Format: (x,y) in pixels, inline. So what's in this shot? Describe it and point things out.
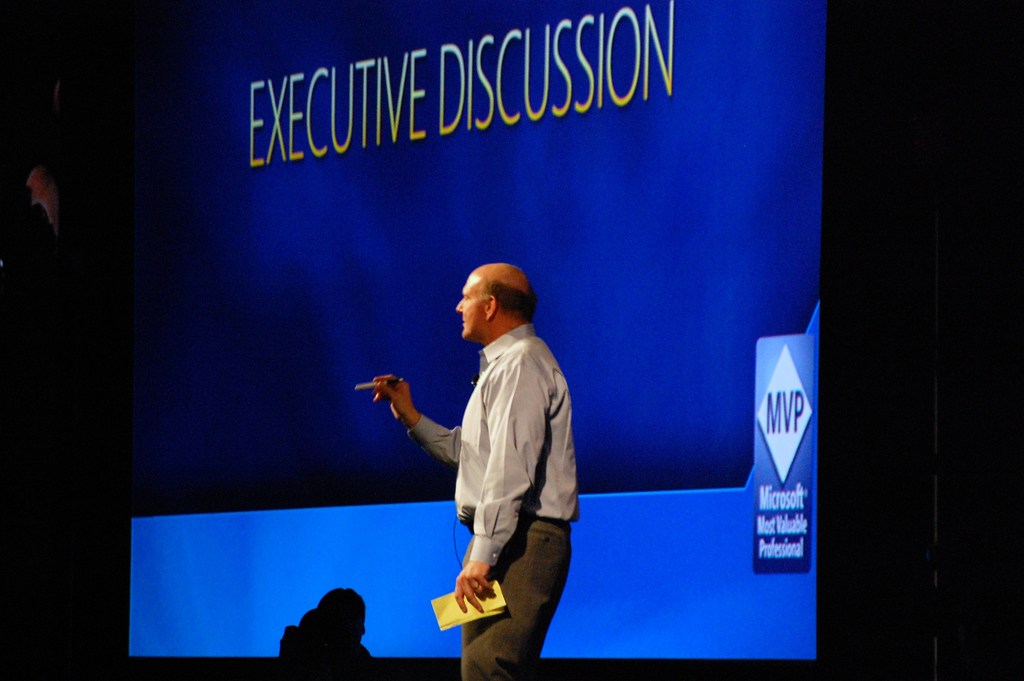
In this picture we can see a man (520,480) standing and holding a pen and a paper (486,613), in the background (503,172) there is a screen (598,200), we can see some text (529,64) on the screen (545,48).
